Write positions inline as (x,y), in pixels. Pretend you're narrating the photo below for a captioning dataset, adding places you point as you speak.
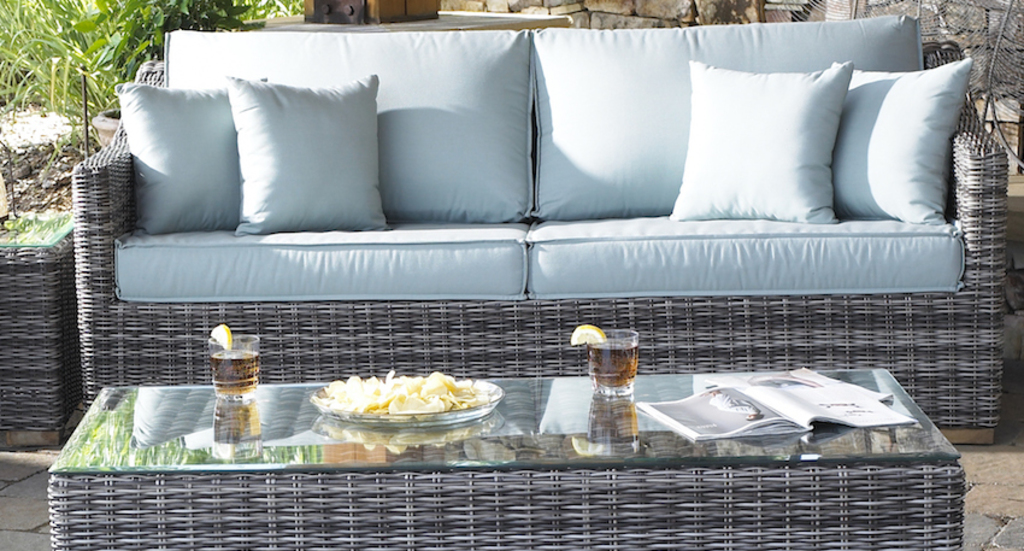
in this image there is one big sofa (376,306) and table (354,441) and teapoy (44,243) is there on the floor (970,469) and on table (610,447) there are some books (720,404), some glass (632,369) and some chips (449,394) are also there and behind the sofa (607,258) there are some plants (113,45) is there and some cushions (545,156) and some pillows (355,152) there on the sofa (551,295) and the background is sunny.
